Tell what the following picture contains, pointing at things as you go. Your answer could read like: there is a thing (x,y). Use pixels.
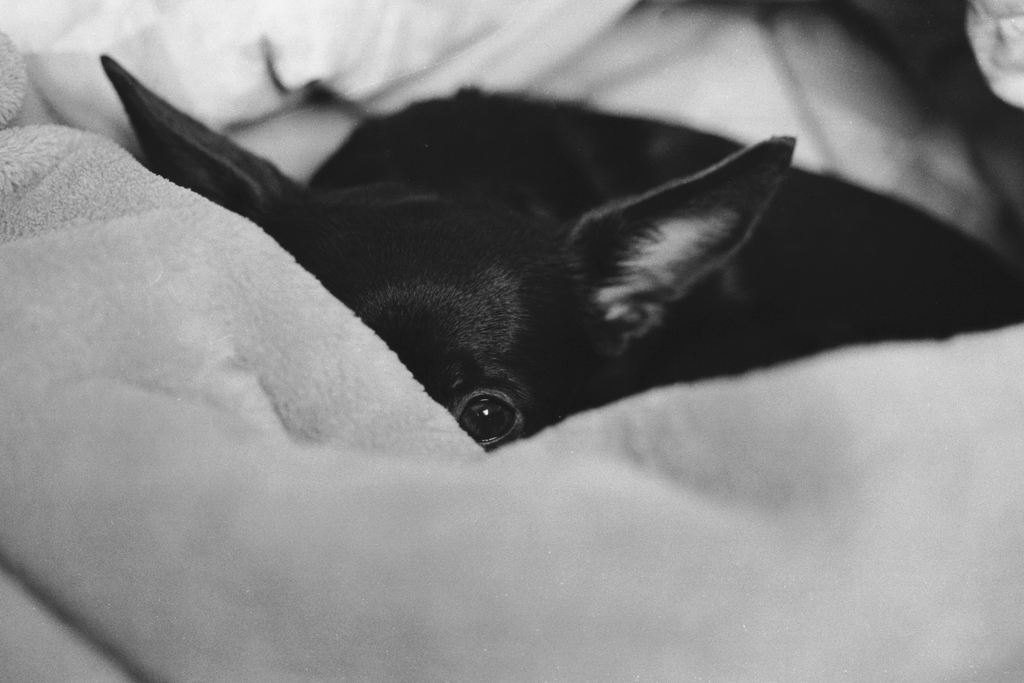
I can see animal (408,253) on the blanket (583,562).
